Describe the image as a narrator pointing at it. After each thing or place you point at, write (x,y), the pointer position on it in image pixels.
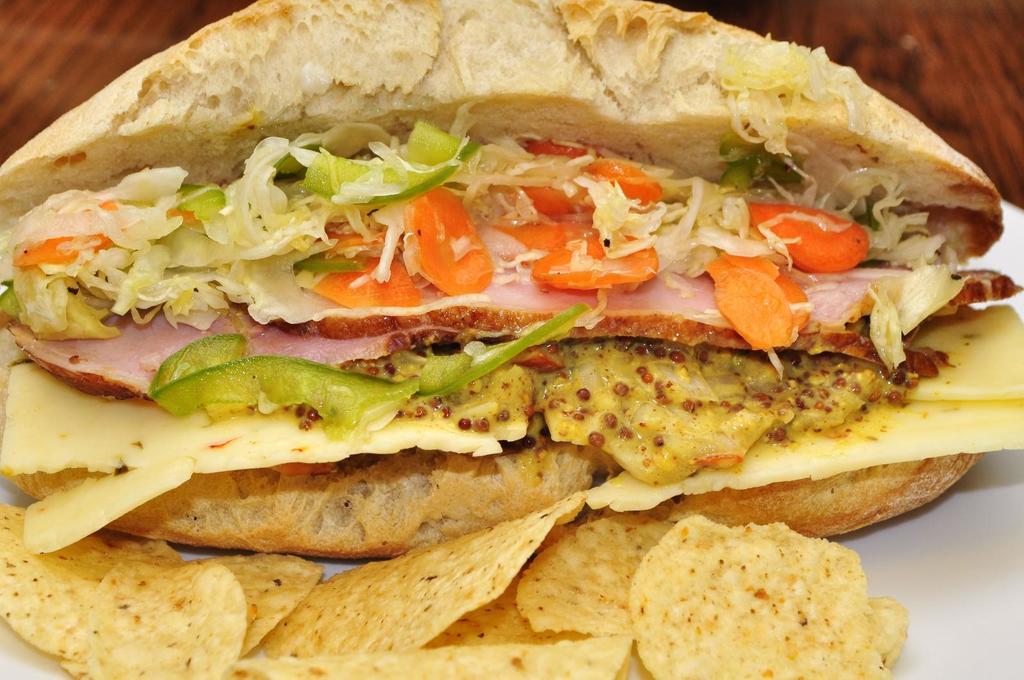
In this picture we can see food (831,327) on the white platform (954,581). In the background of the image (942,56) we can see wooden surface (938,72).
